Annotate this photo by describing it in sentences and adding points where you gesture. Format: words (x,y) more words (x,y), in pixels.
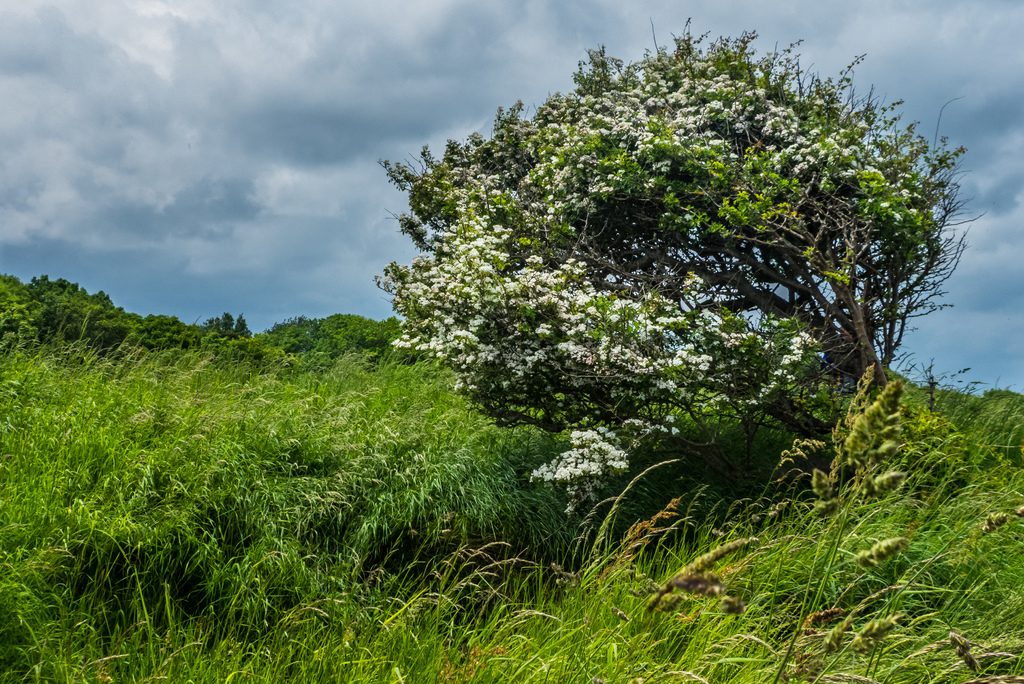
This is grass (454,573). There are trees (638,340) and flowers (637,311). In the background (370,206) there is sky (369,144) with clouds (950,229).
